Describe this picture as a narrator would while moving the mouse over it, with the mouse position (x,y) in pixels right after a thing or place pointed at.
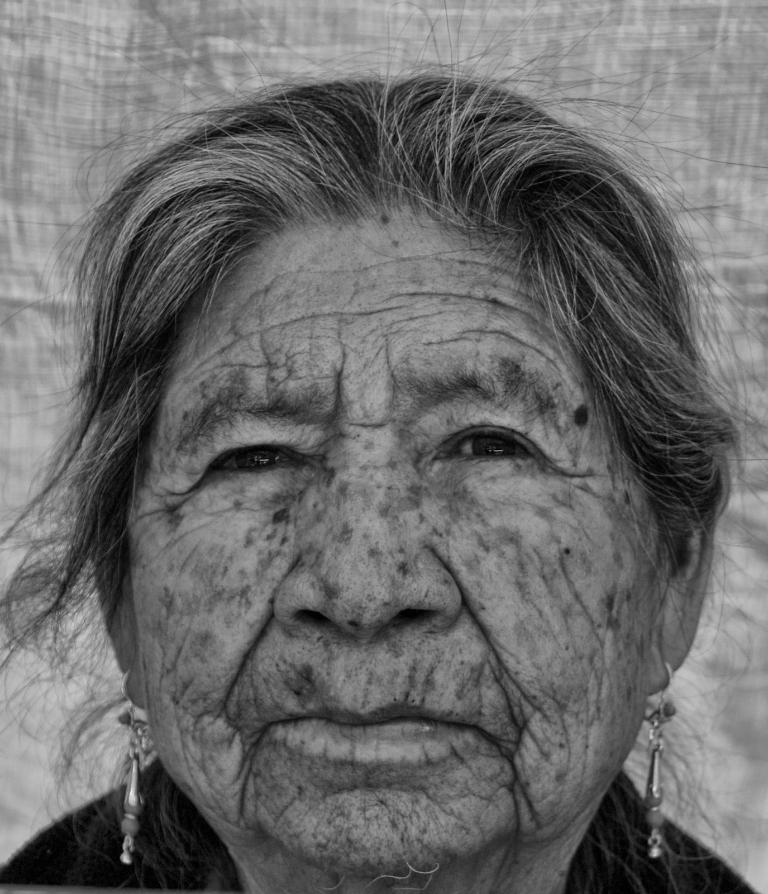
This is the black and white picture of a woman (128,568) with earrings (656,810) and behind her there is a cloth (277,51).
